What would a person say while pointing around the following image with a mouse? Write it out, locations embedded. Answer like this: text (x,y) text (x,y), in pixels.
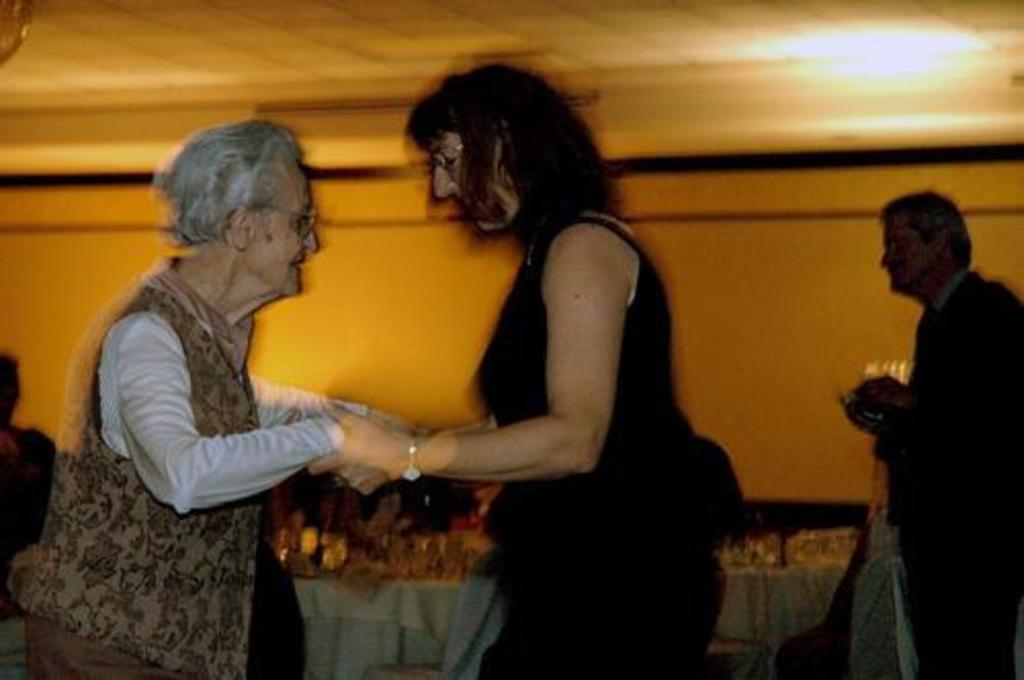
In this image I can see few people (362,476) with different color dresses (510,415). To the side of these people (632,575) I can see some objects (756,553) on the table (732,572). In the background (664,255) I can see the wall (757,256) and there are lights (771,48) in the top (821,57).
